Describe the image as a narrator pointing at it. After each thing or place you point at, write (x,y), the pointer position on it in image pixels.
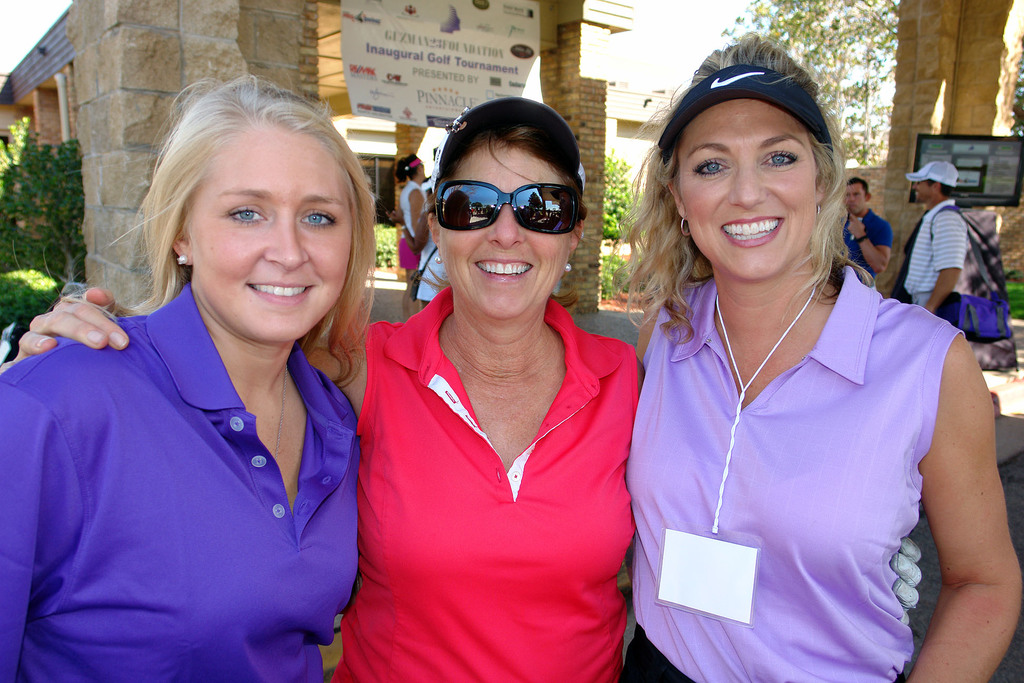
In this image I can see three women (555,438) standing and smiling. In the background (946,265) I can see few other persons (912,282), few trees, a banner (419,0), a screen (1006,183), a building (170,51) and the sky (677,56).
